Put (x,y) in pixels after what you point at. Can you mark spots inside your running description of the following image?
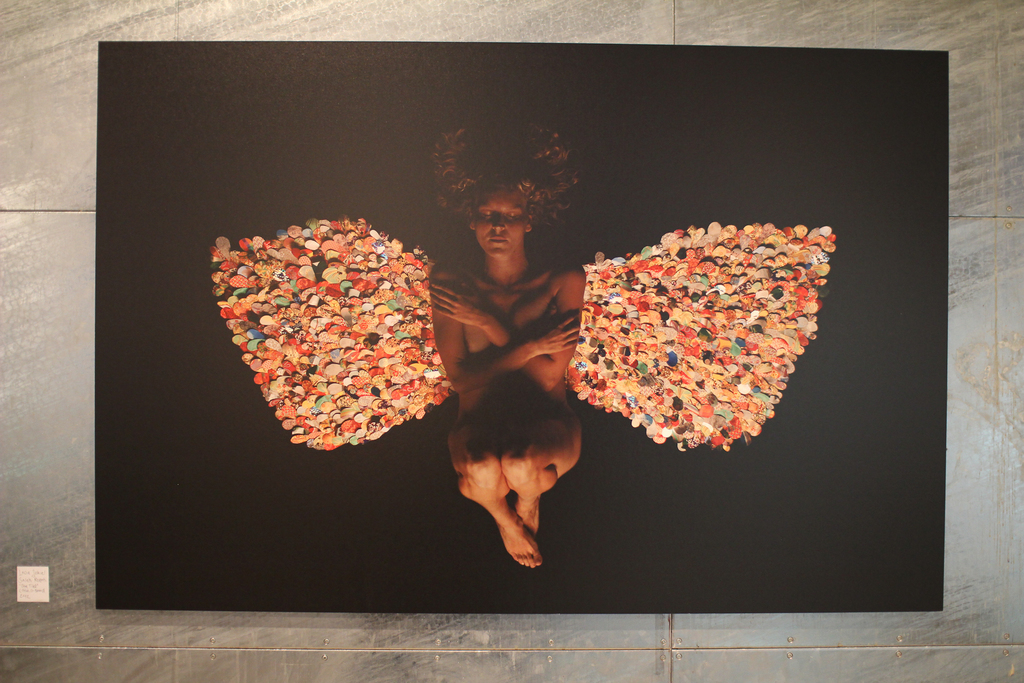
This image consists of a picture (623,437), in the middle (519,382) there is a person (551,363). In the background (58,373) there is a wall (61,322), tiles (413,636).
